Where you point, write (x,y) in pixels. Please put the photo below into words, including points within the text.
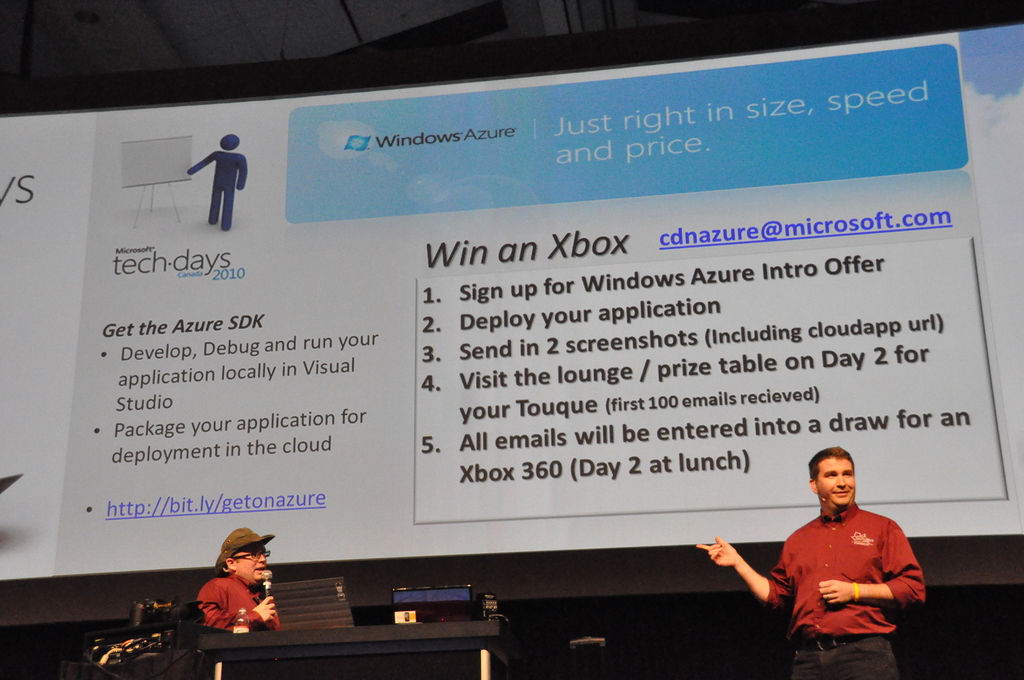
In this picture, there is a board (214,318) with some text (249,373) and pictures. At the bottom (261,624), there is a man (247,563) holding a mike (268,576) and standing before the podium (383,642). Towards the bottom right (845,584), there is another man (840,454) wearing a red shirt (833,568).
